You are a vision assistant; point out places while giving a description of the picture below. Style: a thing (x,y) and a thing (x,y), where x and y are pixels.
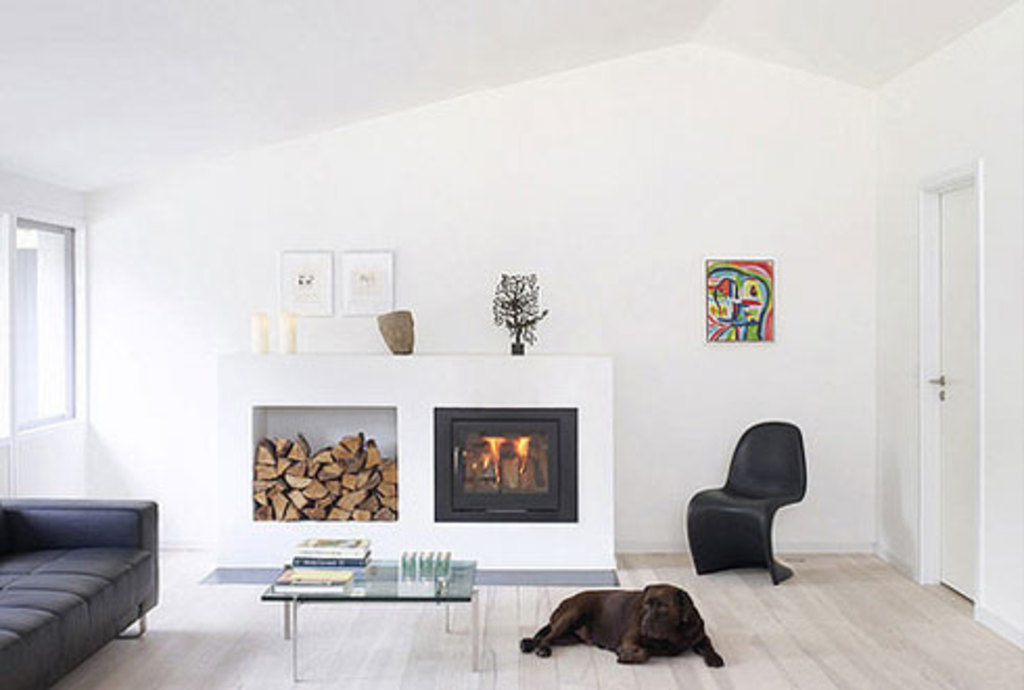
I can see in this image a table (370,570), a dog (660,611) and a couch (127,602) on the floor (538,624). I can also see there is a door (962,282), a white color wall (720,232) with a photo (762,324) on it and a window (59,315).
